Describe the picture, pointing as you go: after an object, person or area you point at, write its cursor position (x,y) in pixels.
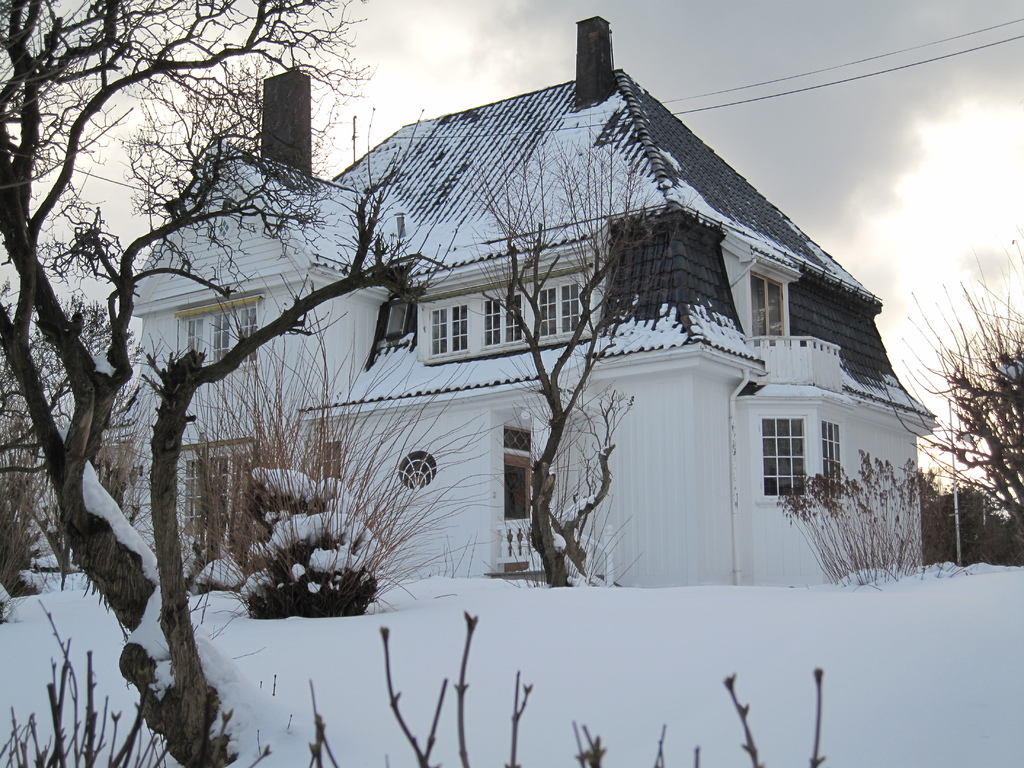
In this image we can see snow (338,738) on the plants (322,737), trees (12,204) and on the ground (864,748) and we can see a building (469,414), windows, electric wires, pole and clouds (429,80) in the sky (429,80).
